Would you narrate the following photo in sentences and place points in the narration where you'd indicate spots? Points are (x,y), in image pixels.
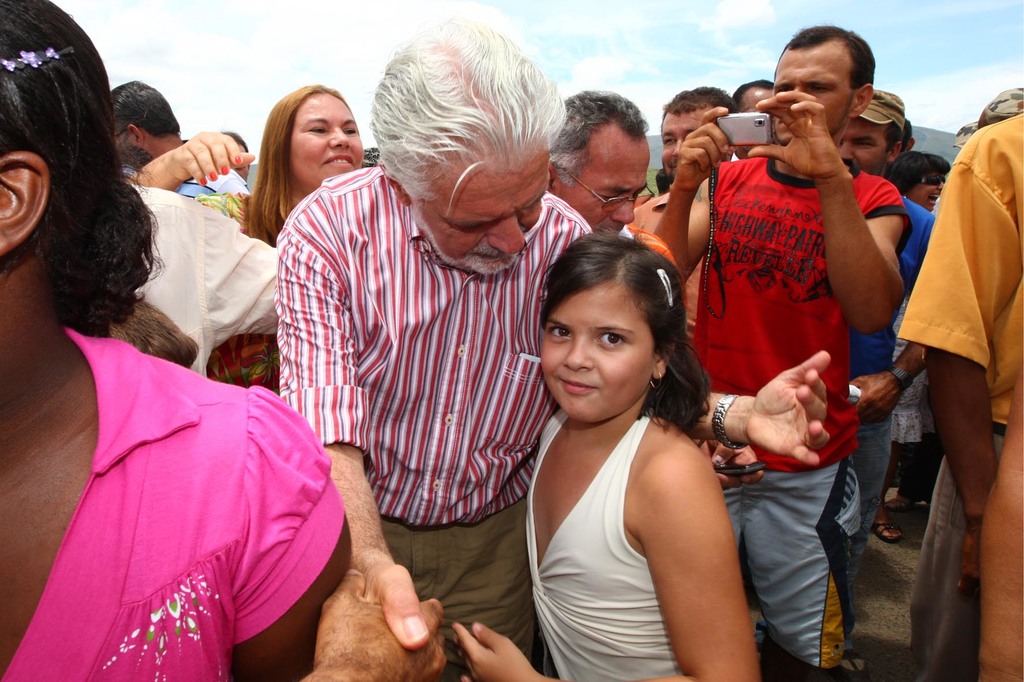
As we can see in the image there are group of people (463,360). The man (823,48) who is standing over here is holding a camera (758,137) and on the top (620,69) there is a sky (295,18).
